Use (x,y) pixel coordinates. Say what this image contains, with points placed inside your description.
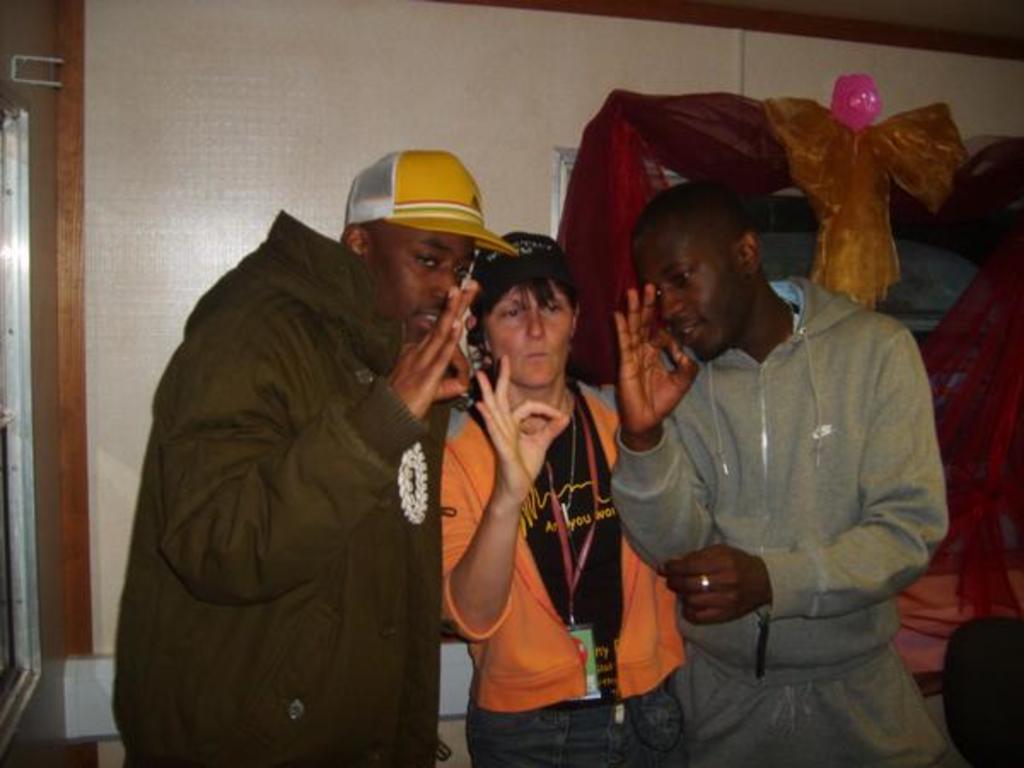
In the picture I can see three persons (600,504) standing and showing super sign and there are few clothes (877,215) and some other objects (964,239) in the right corner (980,268).
